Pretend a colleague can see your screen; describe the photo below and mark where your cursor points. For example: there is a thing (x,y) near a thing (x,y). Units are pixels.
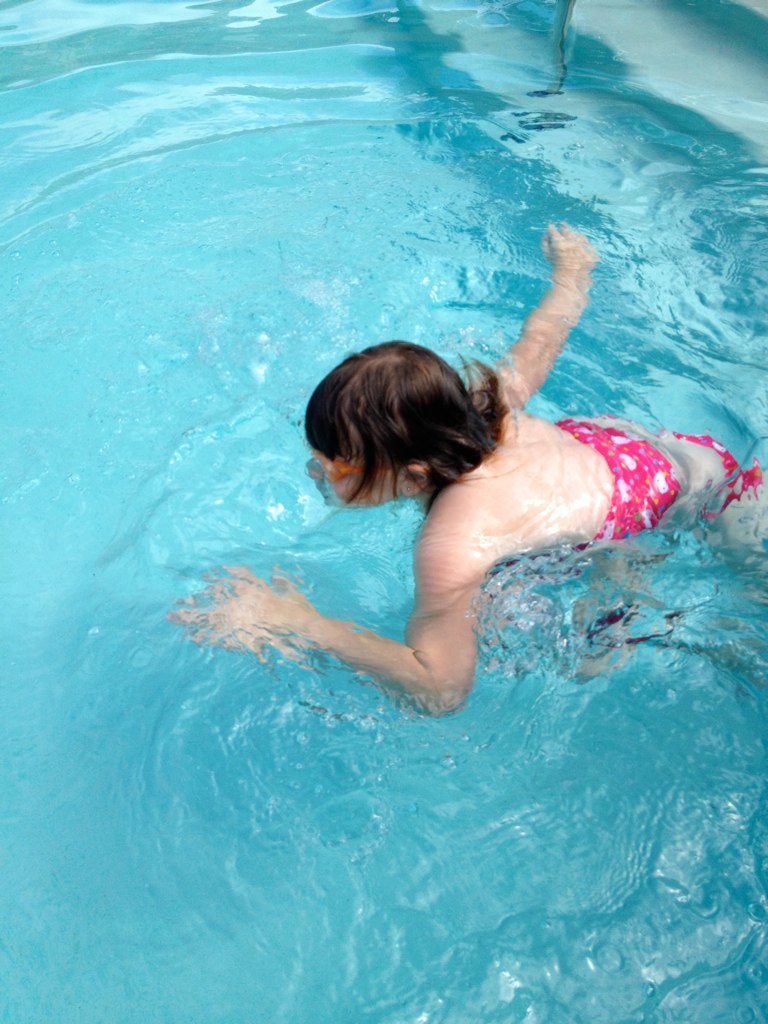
In this image I can see a person (349,664) swimming in a swimming pool (495,304).
